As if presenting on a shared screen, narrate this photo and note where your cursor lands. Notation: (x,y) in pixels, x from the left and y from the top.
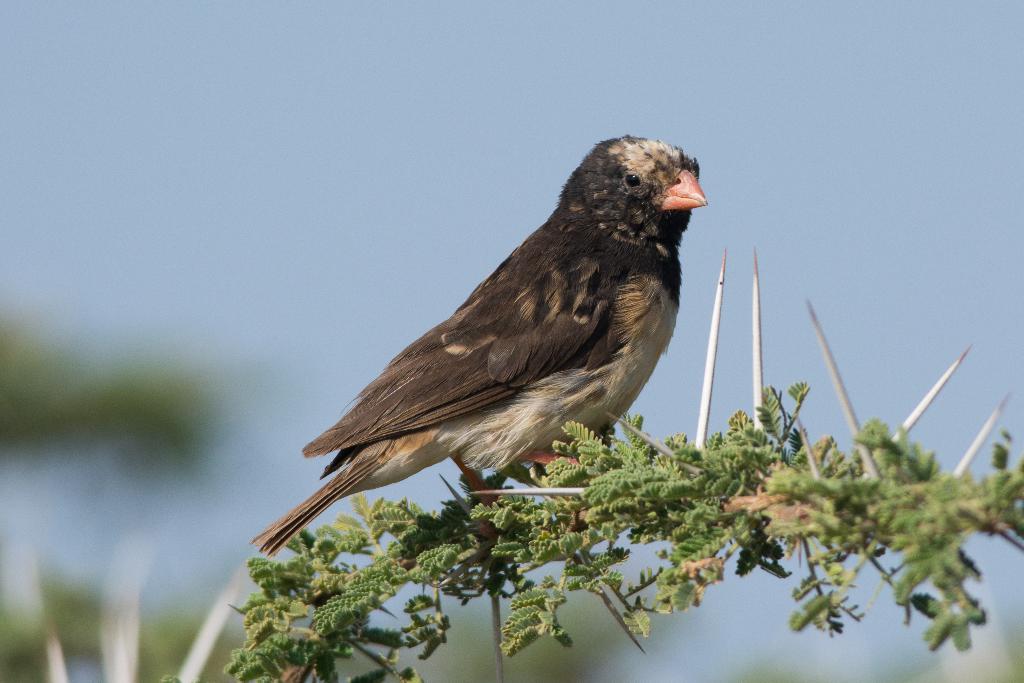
In the center of the image (616,334) we can see a bird (547,360) on the stem (660,527). We can also see the leaves (693,516), thorns (949,368). In the background (388,220) we can see the sky (759,236).
